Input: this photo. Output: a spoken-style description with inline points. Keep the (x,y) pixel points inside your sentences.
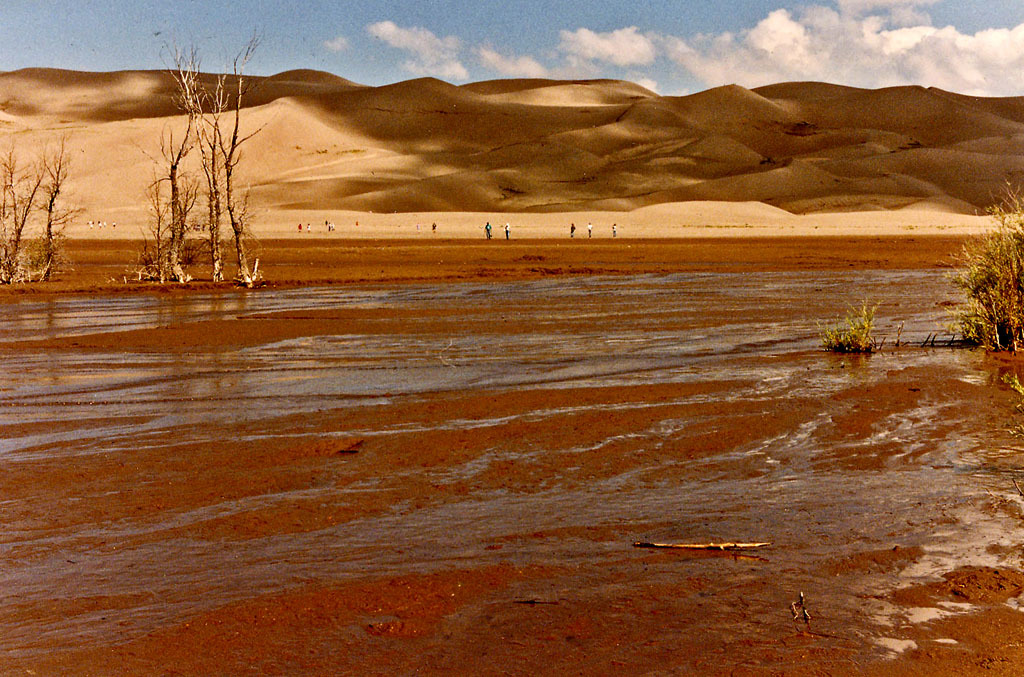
In this picture we can see water (686,359), trees (43,239) and some people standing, mountains (450,102) and in the background (454,23) we can see the sky (577,50) with clouds (907,40).
